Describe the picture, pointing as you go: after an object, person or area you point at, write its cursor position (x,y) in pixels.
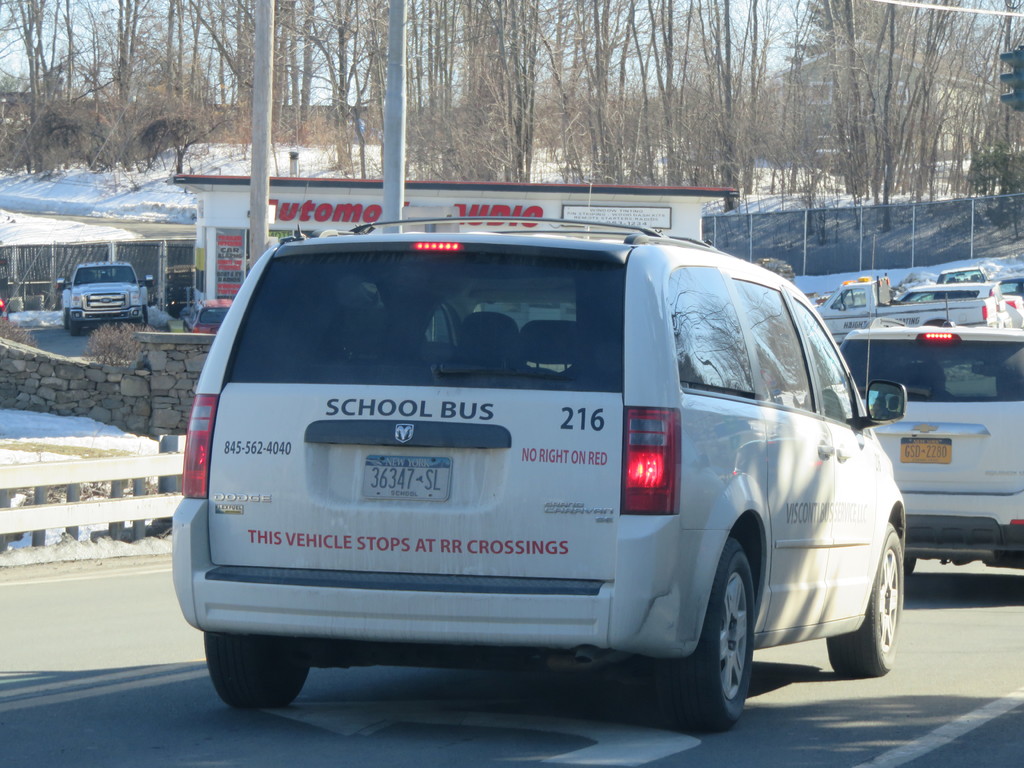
In this picture I can see vehicles (490,380) on the road (997,608), there is a shed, there is a building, there is fence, there are trees (851,11), and in the background (10,23) there is the sky (71,2).
